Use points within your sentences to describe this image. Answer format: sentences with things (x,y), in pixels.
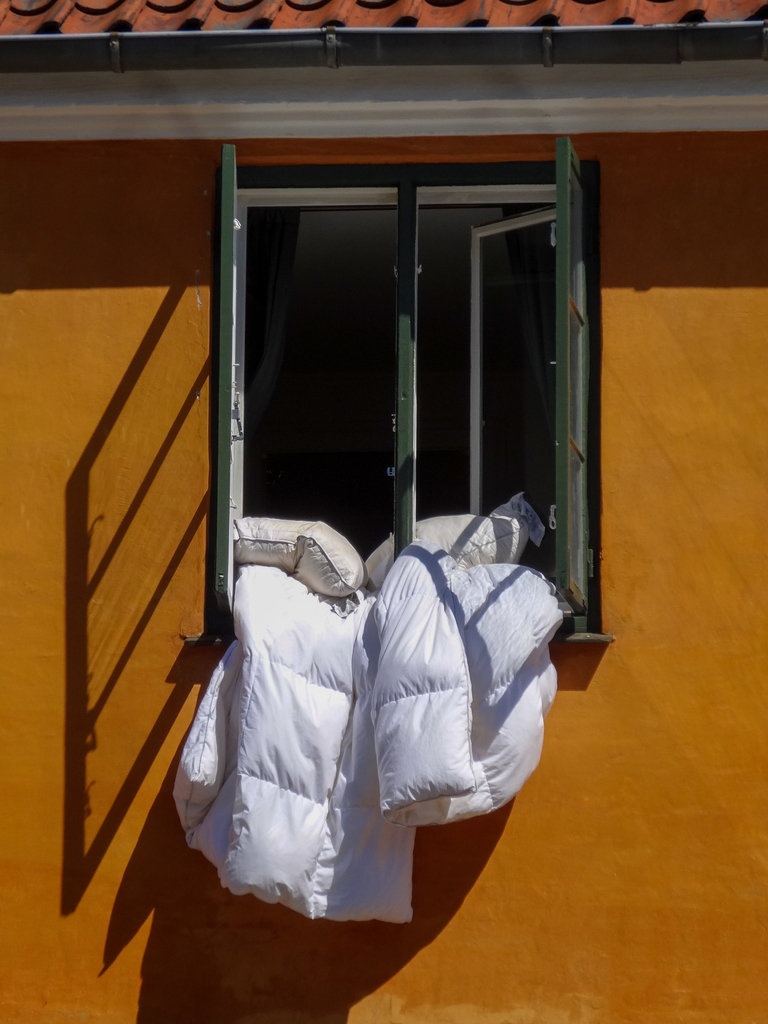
In this image we can see wall (368,936), roof (196,30) and windows (523,241). Near this window (335,521) there are pillows (285,521) and a blanket (412,655).
